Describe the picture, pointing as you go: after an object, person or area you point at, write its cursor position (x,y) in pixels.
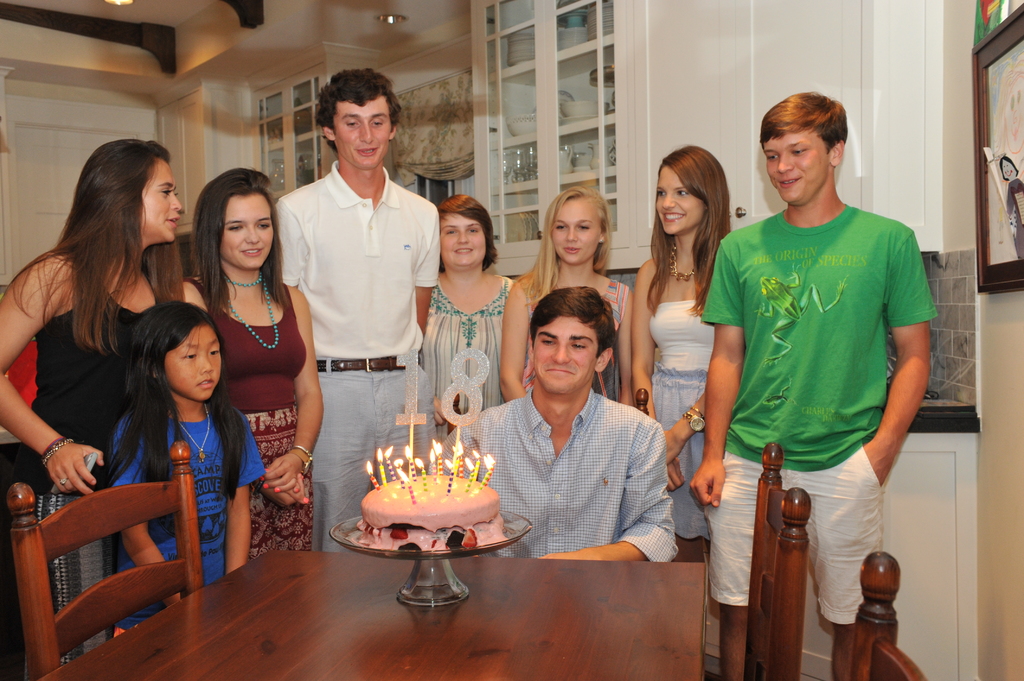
In this picture we can see some persons (720,394) standing on the floor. Here we can see a man (532,478) who is sitting on the chair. This is table (556,627). On the table (556,627) there is a cake (399,514). And these are candles (462,455). On the background (491,144) we can see cupboards (313,124). This is light (389,16).
